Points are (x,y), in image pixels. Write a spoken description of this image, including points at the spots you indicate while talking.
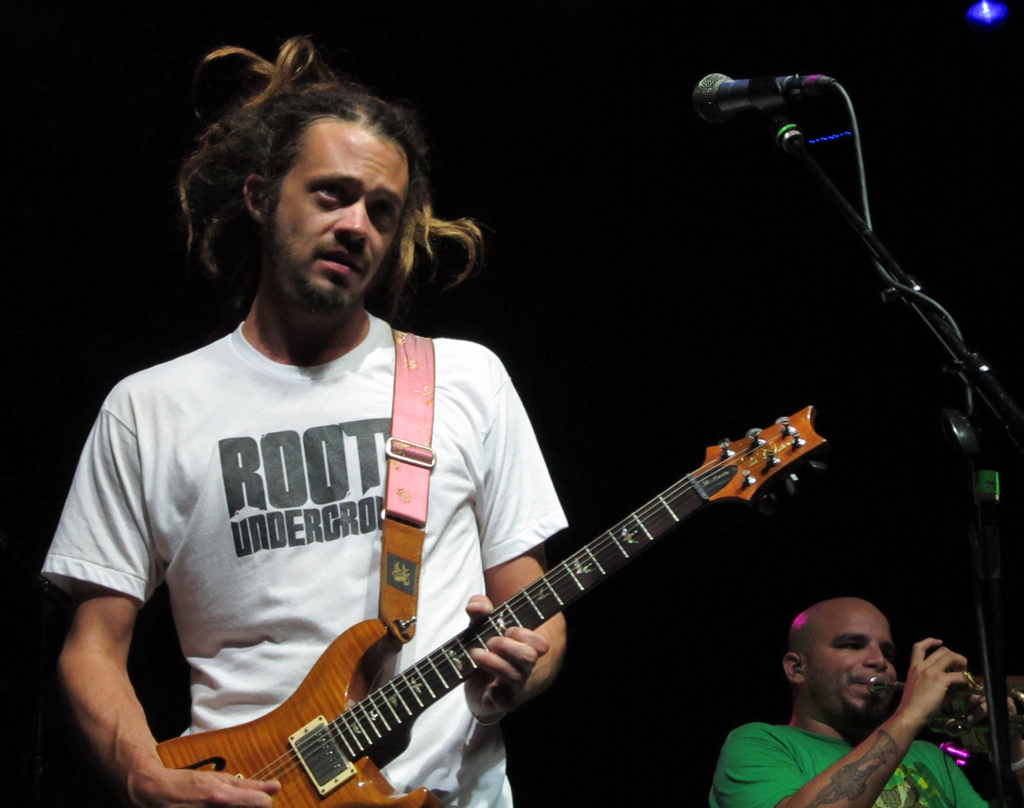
In this picture there are two musicians (321,469), the person (374,444) on the left side (230,403) is wearing a white t-shirt (214,589) and playing a Guitar (474,664) and the person (744,752) on the right side (913,715) is playing a Trumpet (959,705) and there is a tattoo (884,748) designed on his hand (873,771) and there is a microphone (752,92) placed with the help of a stand (985,378).
